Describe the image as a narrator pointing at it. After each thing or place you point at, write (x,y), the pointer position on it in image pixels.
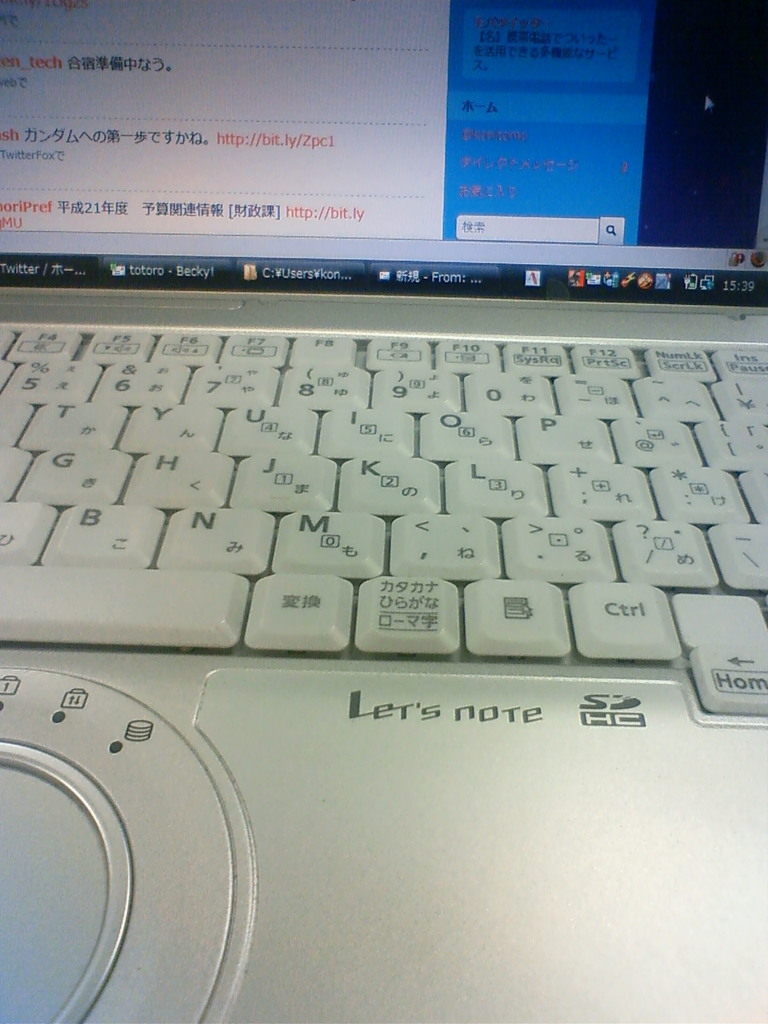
In this picture we can see a laptop (447,639) which is truncated.
